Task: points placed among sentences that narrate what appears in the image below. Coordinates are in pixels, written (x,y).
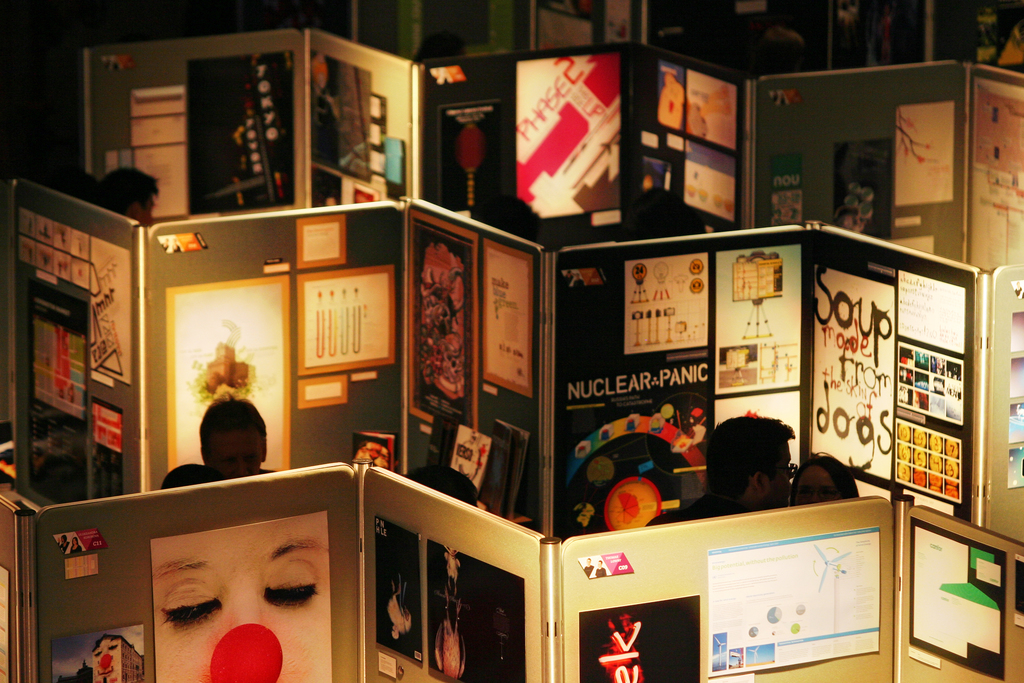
This picture describes about group of people (221,429) and few cabins (386,502), and also we can see few papers (746,604).
